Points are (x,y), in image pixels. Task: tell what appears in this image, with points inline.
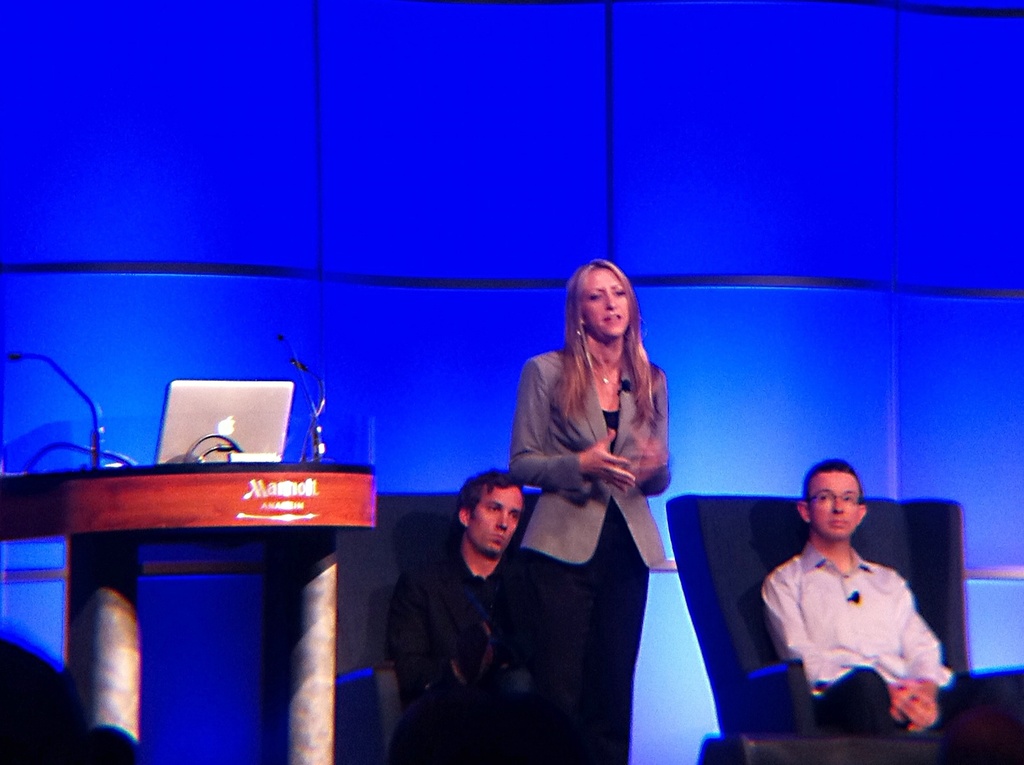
In the center of the image (597,334) there is a woman (626,384) standing on the dais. On the right side of the image (732,721) we can see person (822,516) sitting on the chair (778,721). On the left side of the image (231,427) we can see laptops (218,421) and mics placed on the desk (123,586). In the background (668,62) we can see persons (480,561) and wall (372,190).
